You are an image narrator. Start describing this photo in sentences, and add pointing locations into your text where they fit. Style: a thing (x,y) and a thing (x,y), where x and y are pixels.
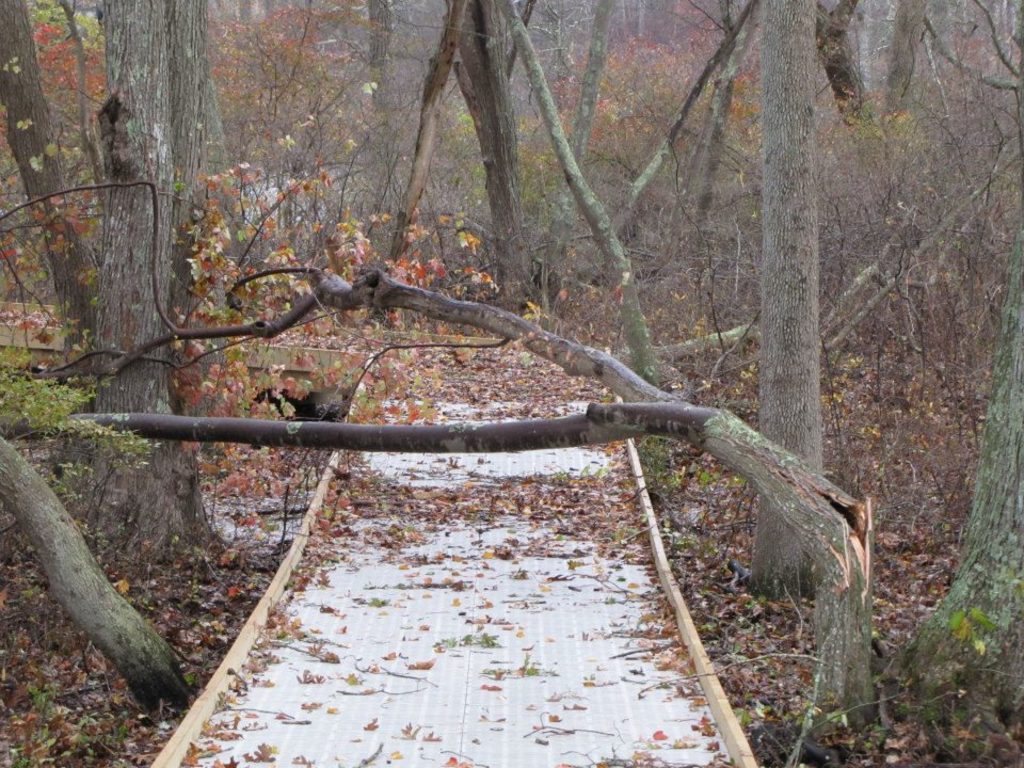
In the middle (515,393) here we can see a path (405,519) and on it there are leaves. In the background (509,232) there are trees (63,281) and leaves (16,653) on the ground (38,598).
